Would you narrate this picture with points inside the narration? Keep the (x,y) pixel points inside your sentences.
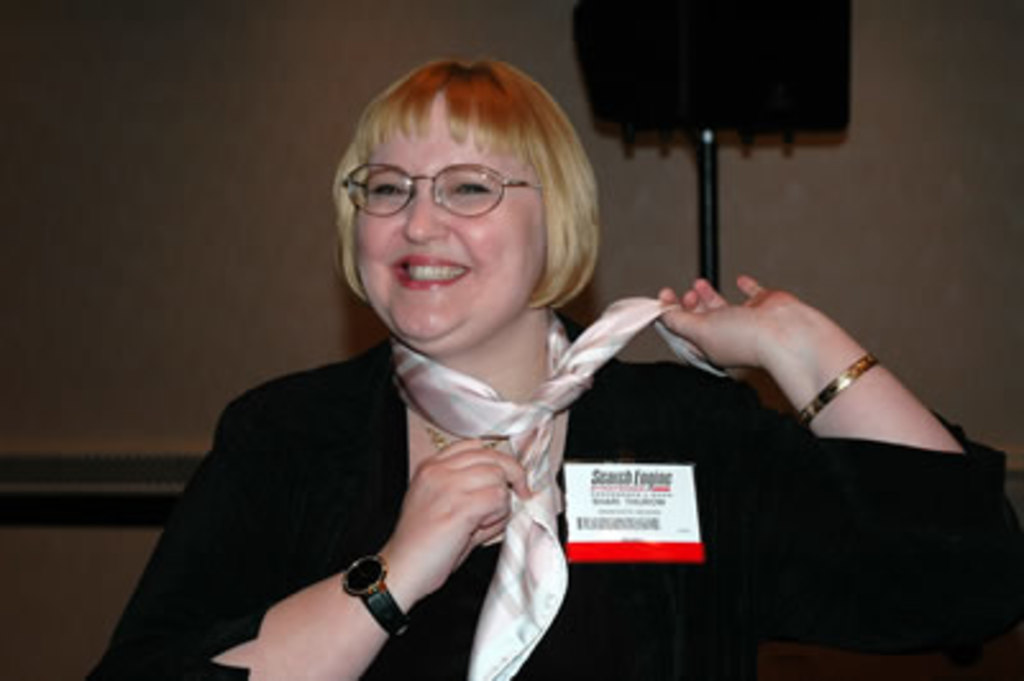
A woman (405,517) is present in a room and smiling. She is wearing a black dress (724,544) and a stole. There is a speaker (656,77) at the right (688,37) back.
